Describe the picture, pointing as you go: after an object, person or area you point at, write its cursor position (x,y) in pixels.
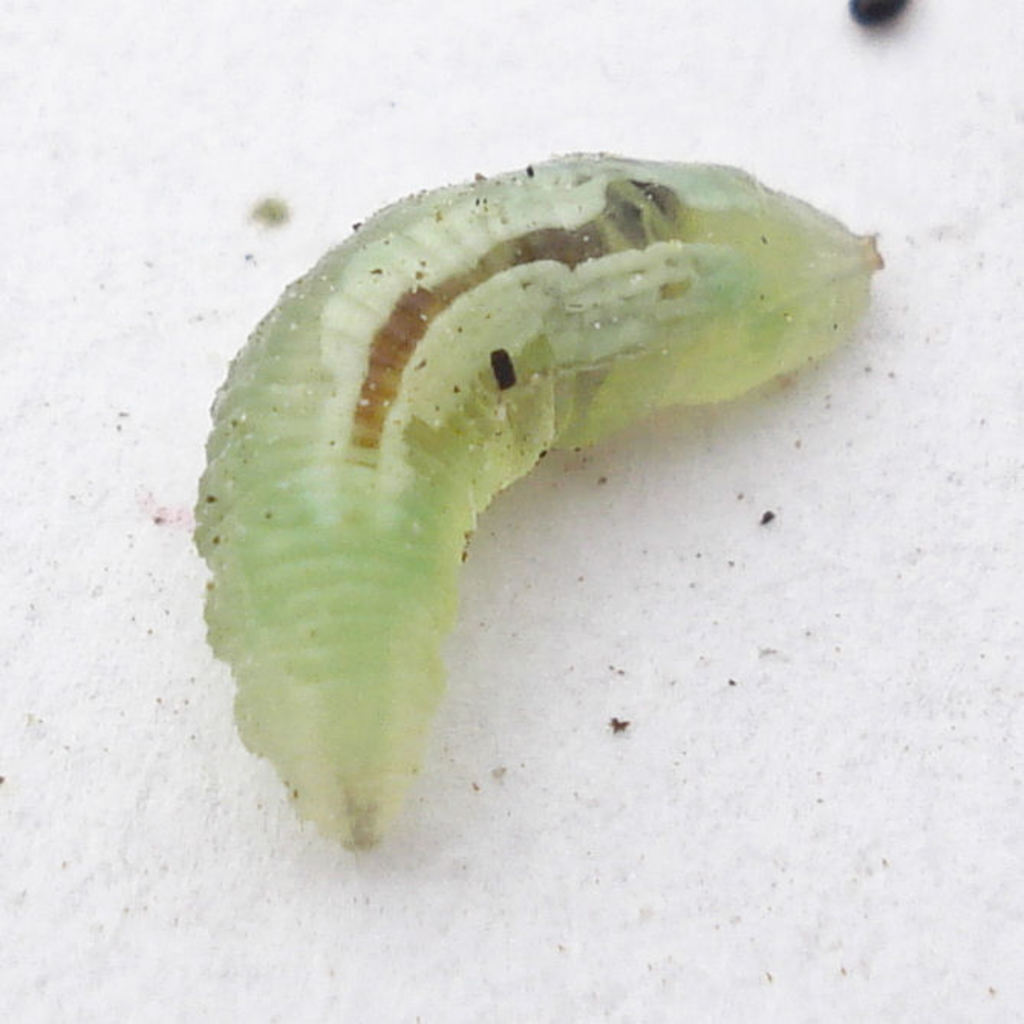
In this image there is an insect (690,204) on the floor (726,617).
